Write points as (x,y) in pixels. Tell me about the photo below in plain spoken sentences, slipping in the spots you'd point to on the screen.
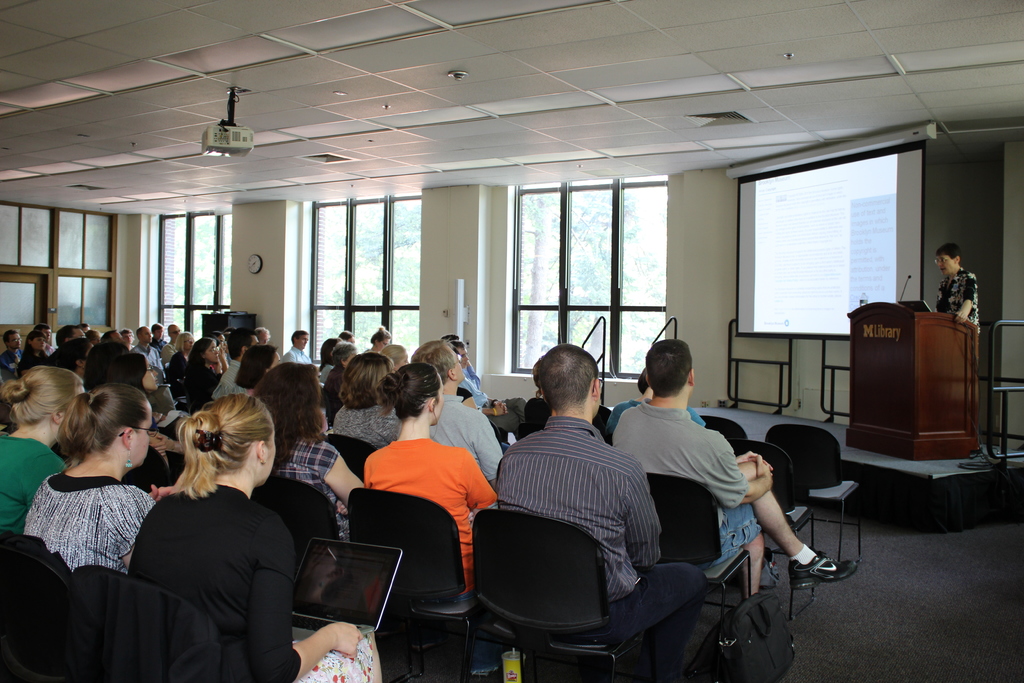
I can see in this image a group of people (275,459) are sitting on a chair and a person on the right side (954,293) is standing in front of a podium (907,378). I can also see is a projector (223,140), a window (361,289) and projector screen (803,238) on the stage (843,450). In the front (262,590) I can see a woman (262,590) is holding a laptop (340,612) in her hand (346,643).
